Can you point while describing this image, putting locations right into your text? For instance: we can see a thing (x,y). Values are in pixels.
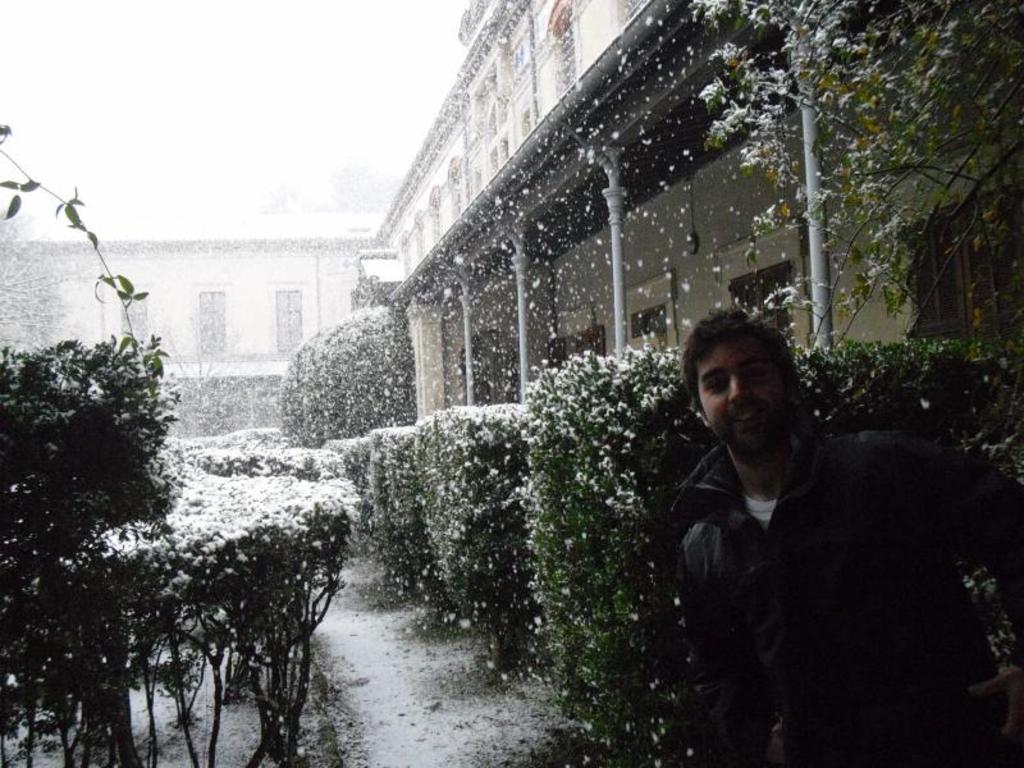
In the picture we can see a house building (517,350) with a window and pillars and some plants (69,393) on the path (425,683) near the building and snow (308,485) fall on the building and plants (554,381) and besides, we can see a man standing and wearing a jacket (856,636) which is black in color and smiling, in the background (306,202) we can see a sky (163,55).
